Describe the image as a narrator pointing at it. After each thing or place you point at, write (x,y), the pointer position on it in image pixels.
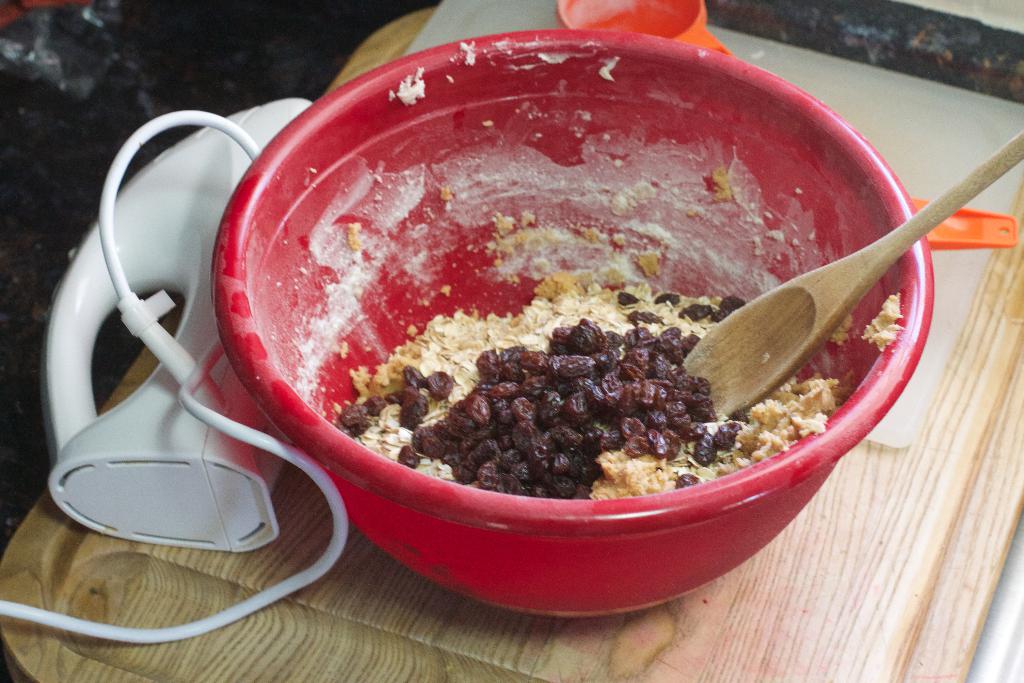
In this image we can see some food (668,437) in the bowl (572,96), one spoon (763,330) in the bowl (811,467), some objects (151,514) on the plate (963,592), two plates (947,628) on the surface (937,23) and some objects (640,16) on the surface (988,42).
